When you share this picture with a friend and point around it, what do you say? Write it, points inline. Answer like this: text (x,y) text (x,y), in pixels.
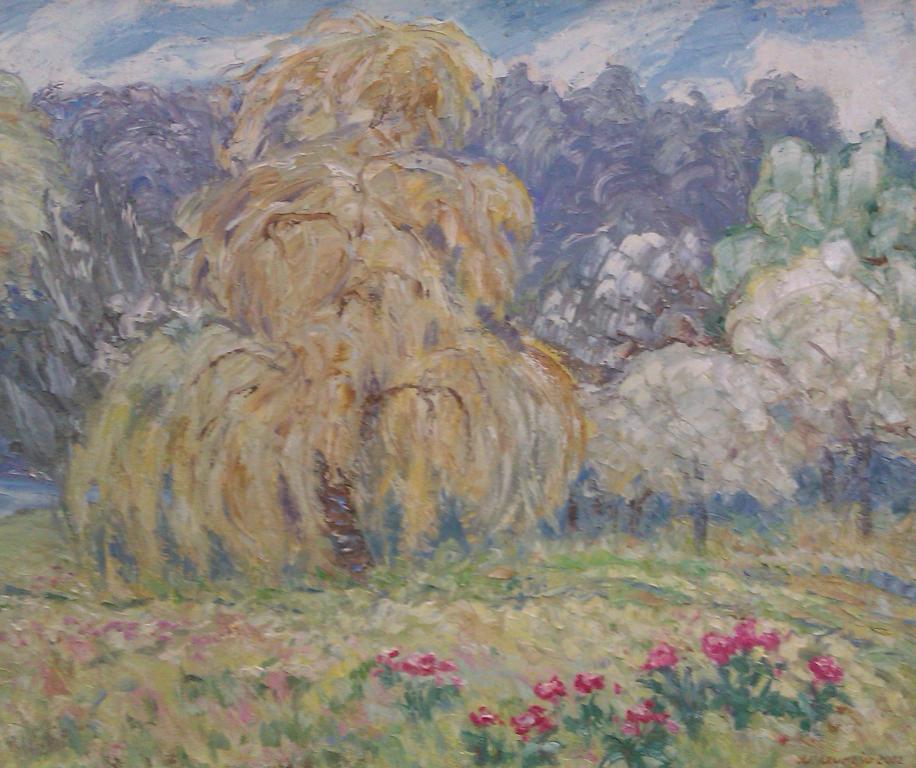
This image consists of a painting (340,366). At the bottom (822,717) there are some flower plants (764,693). In the background (626,434), I can see the trees (367,350).
